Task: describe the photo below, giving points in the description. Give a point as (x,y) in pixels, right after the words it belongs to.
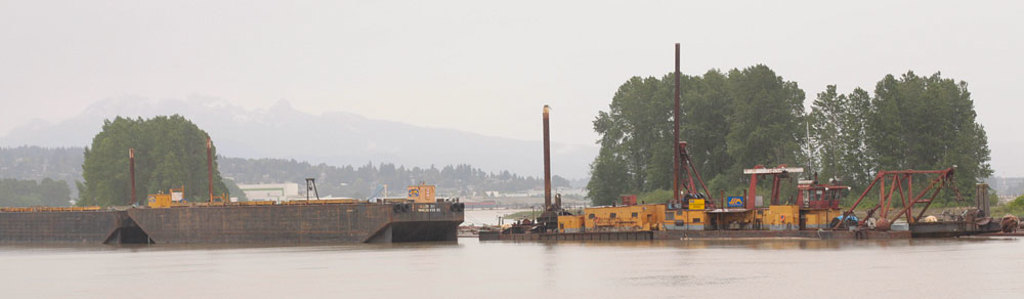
In the picture we can see a water (575,274), in the background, we can see some equipment (659,213) in the water (709,262) and behind it, we can see some trees (187,156) and house (283,187) and behind that also we can see some trees (263,161), hills (289,148) and sky (986,101).
